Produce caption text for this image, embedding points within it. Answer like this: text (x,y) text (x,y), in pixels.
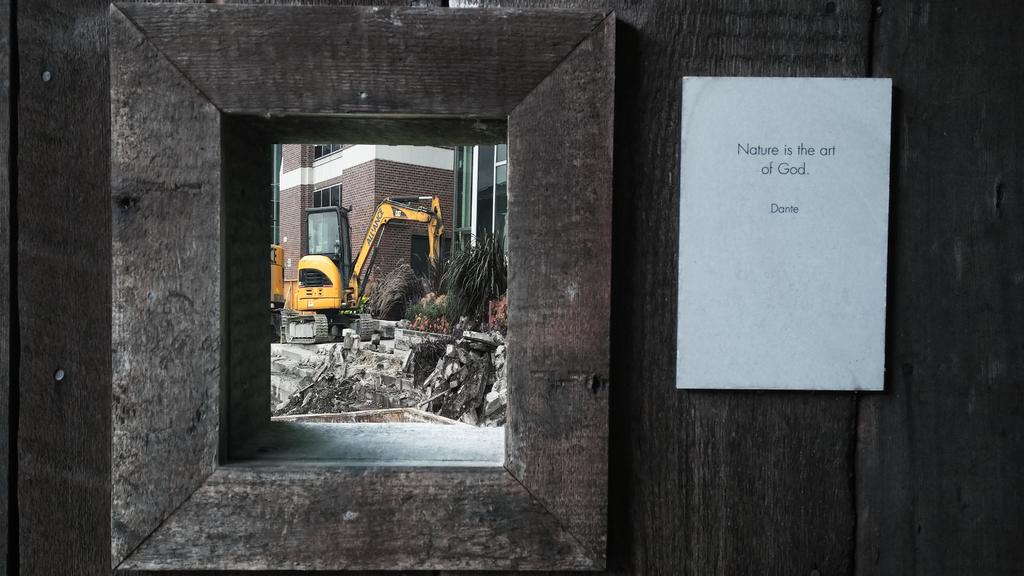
In this picture we can see a white board (887,142) on a wooden background (739,408). There is a crane (332,216), few plants (370,294), bricks (384,334) and buildings (339,194) in the background (460,194). We can see a glass (491,164).
